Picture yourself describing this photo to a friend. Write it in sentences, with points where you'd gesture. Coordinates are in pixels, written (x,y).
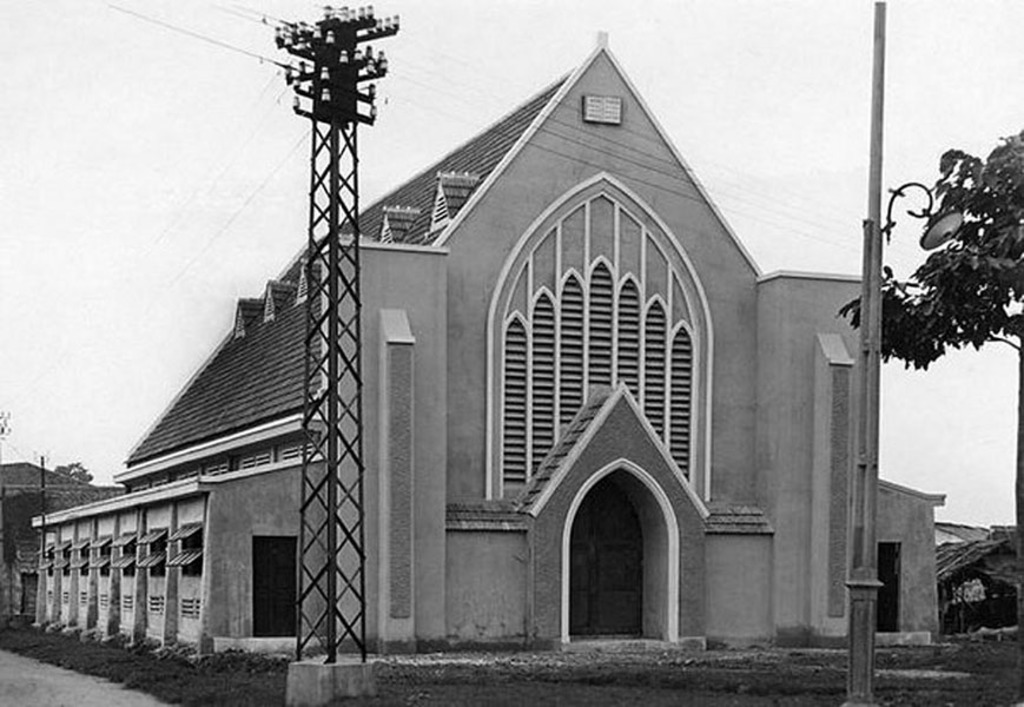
This is a black and white picture. In this picture we can see the sky (778,79), house (602,354), windows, door (600,585). On the right side of the picture (989,291) we can see a tree (989,305). We can see an electrical pole (332,289) and other poles (863,536).
